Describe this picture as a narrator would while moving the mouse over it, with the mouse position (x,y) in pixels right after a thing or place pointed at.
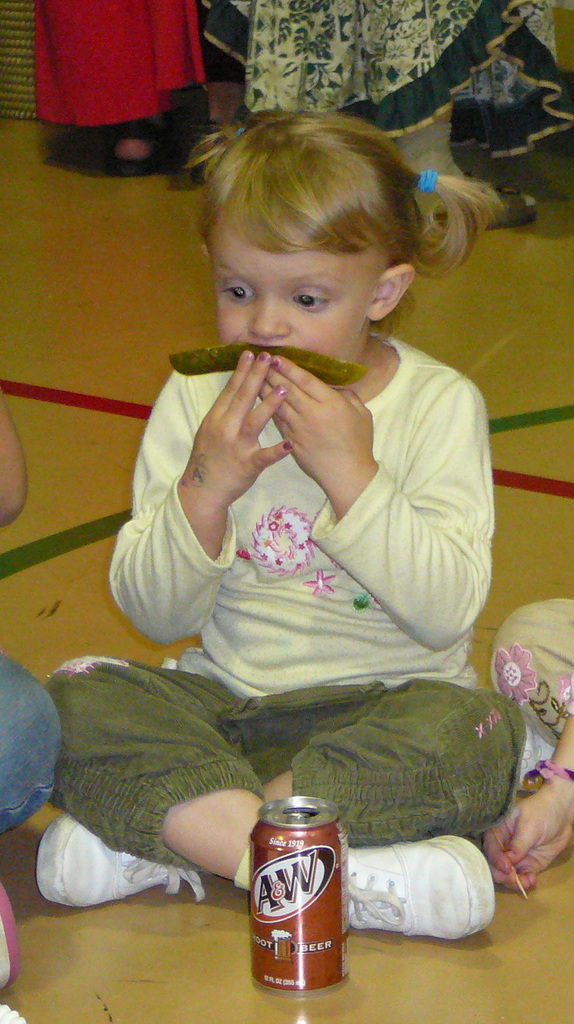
In the center of the picture (326,432) there is a girl (179,784) sitting, eating something, in front of her there is a can (293,885). On the right (551,703) there is a kids leg (525,754). On the left (42,729) there is a kids leg (6,718). At the top (313,64) there are persons (244,45) standing.
